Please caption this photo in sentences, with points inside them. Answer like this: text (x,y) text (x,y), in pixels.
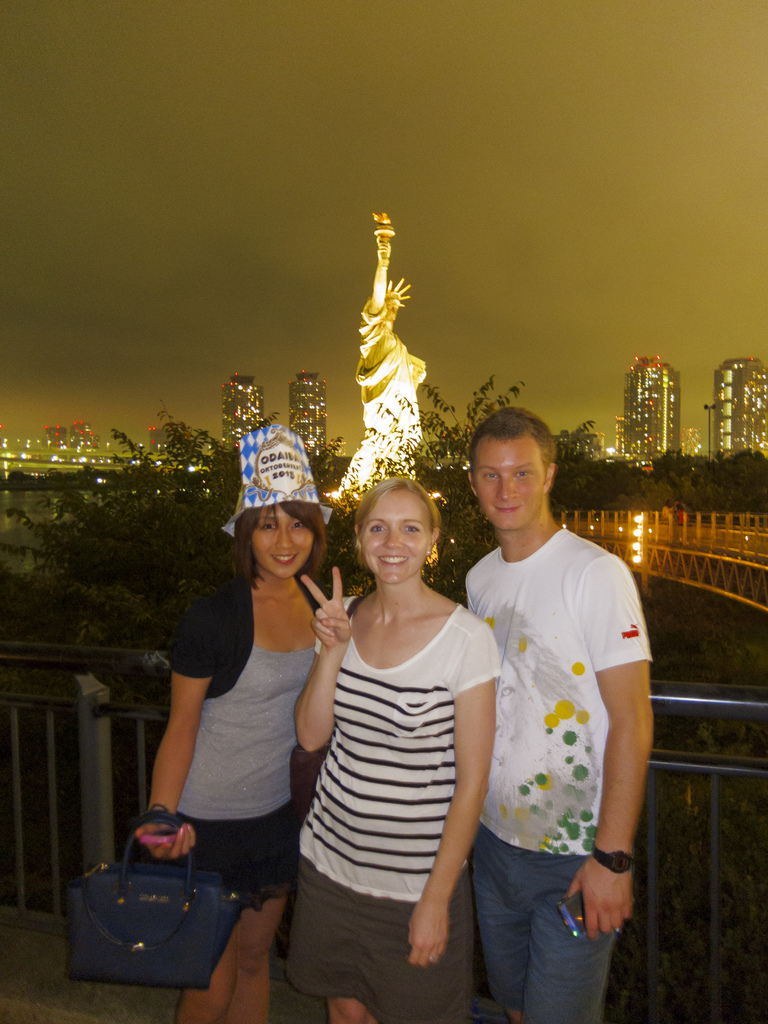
There are three members (379,621) in this picture. Two of them were women (342,807) and the other one is a man (526,702), standing in the right side (539,705). Behind them there is a railing (705,772). In the background (406,446) there is a statue (381,371) and some buildings (670,440) here. We can observe a sky (240,172) too.
